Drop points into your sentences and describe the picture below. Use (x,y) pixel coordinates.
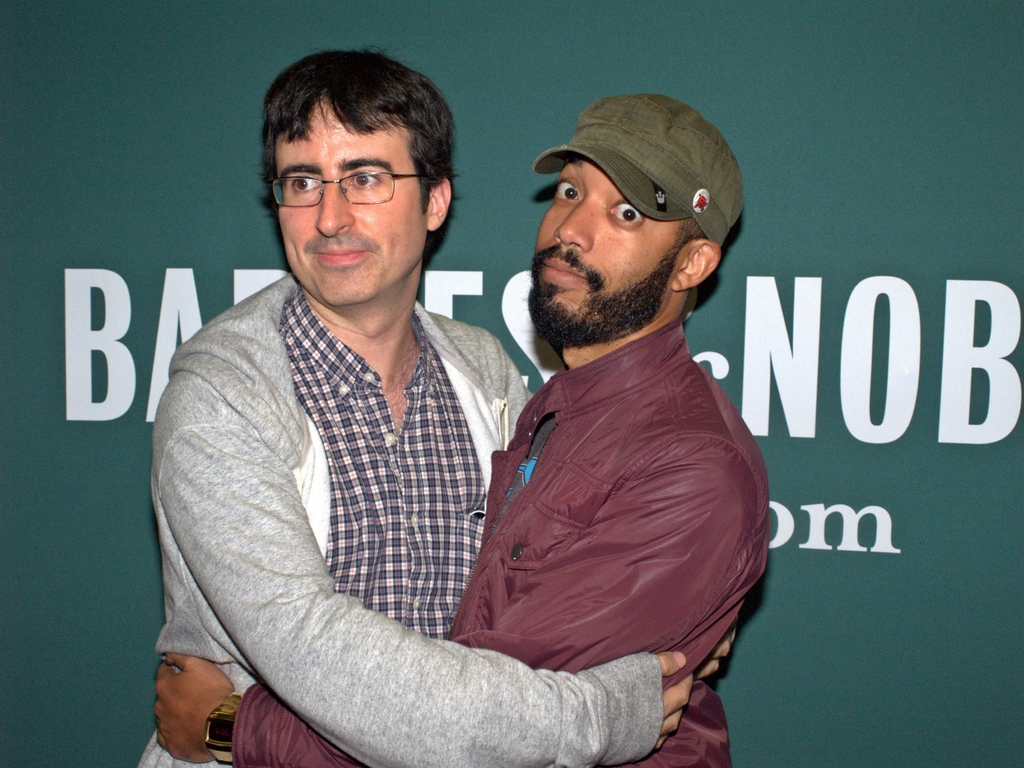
In the image two persons (414,434) are standing and hugging. Behind them we can see a banner (990,603).
